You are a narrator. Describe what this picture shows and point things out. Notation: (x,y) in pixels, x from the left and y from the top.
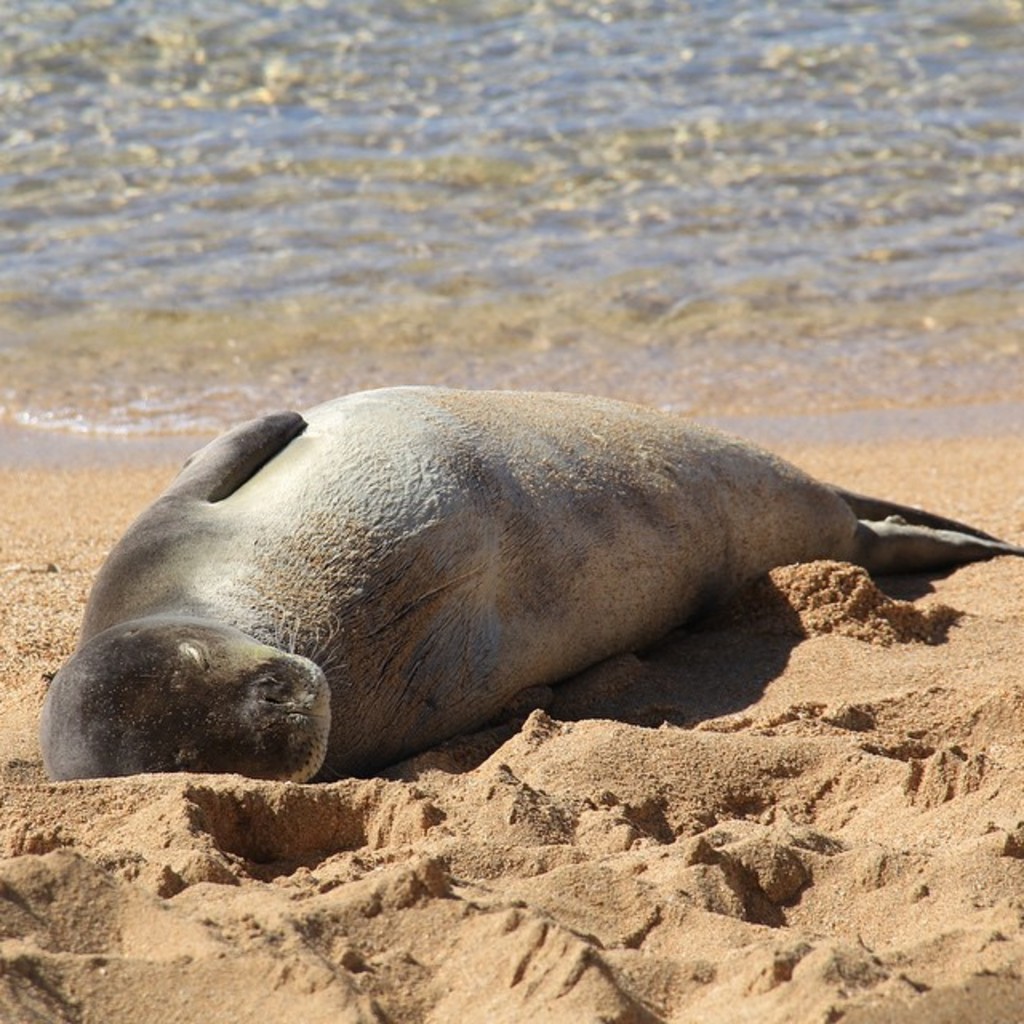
In the foreground of the picture (412,435) I can see the monk seal animal (591,447) sleeping on the sand (749,797). In the background (650,397), I can see the water (553,333).
